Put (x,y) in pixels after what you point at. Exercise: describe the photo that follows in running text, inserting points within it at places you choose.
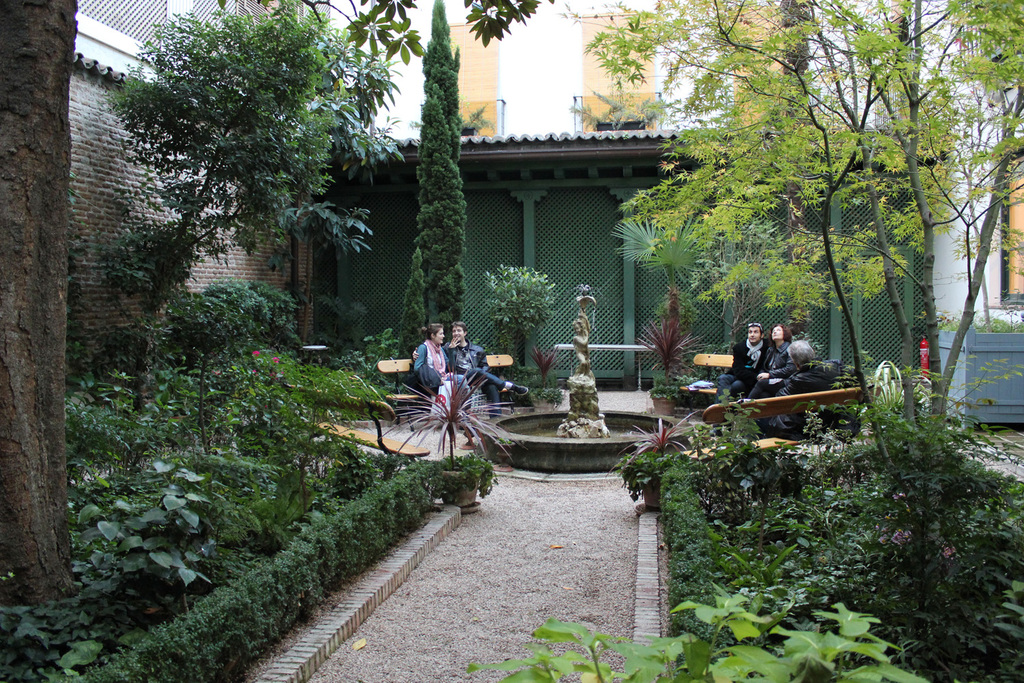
In this image I can see five persons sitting on the benches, I can also see trees (236,416) in green color, at back (601,263) railing (600,277) in green color. I can also see a building (540,57) in white color.
